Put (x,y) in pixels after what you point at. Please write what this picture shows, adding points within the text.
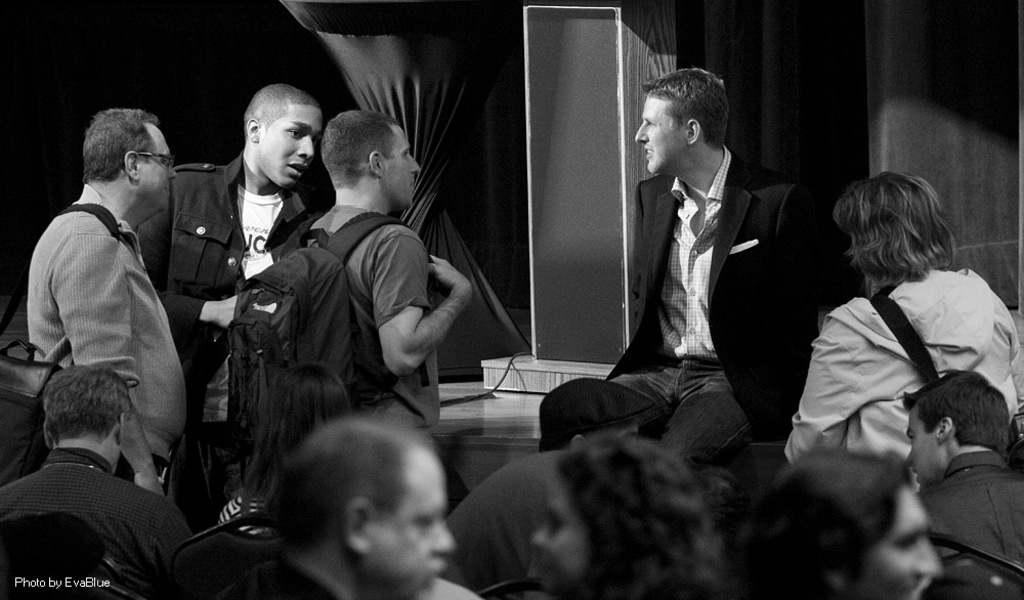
This image consists of many people (980,430). Its looks like a black and white image. In the front (678,346), the man (733,273) sitting on the dais (524,423) is wearing a black suit (711,321). Beside him, there is a podium (534,186). In the background (351,101), there are curtains (440,106). On the left (286,343), the two men (134,340) are wearing backpacks (371,334).
